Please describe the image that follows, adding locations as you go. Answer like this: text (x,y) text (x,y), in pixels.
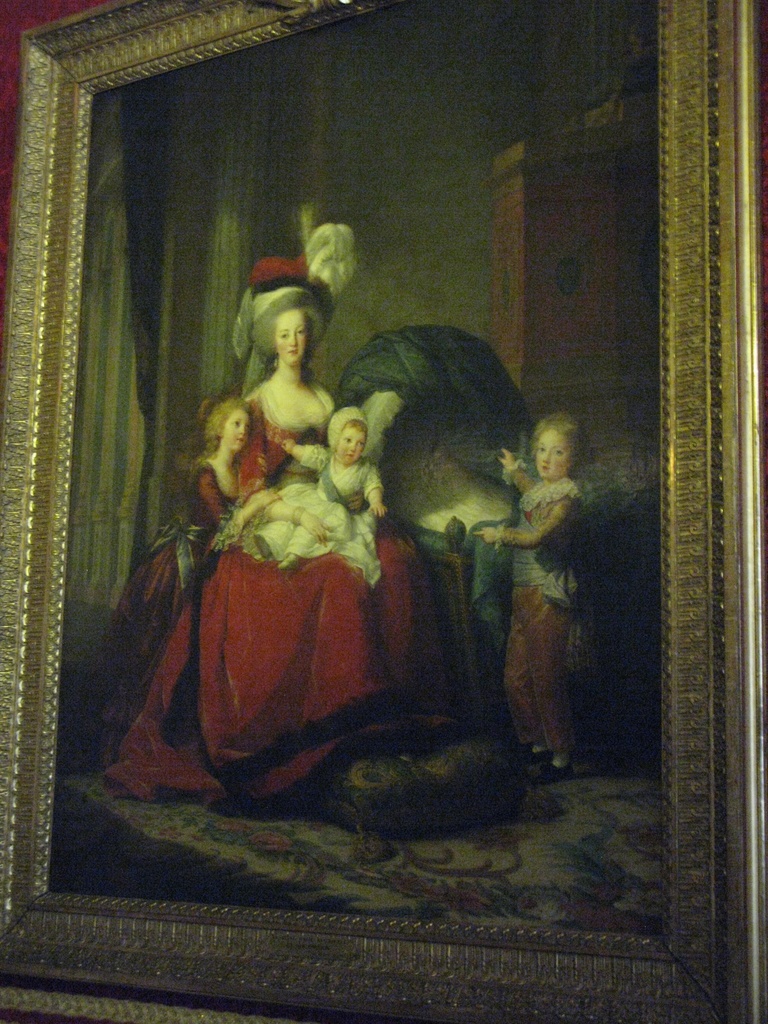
In this image we can see a photo frame (357,294) of a painting (444,605), in that we can see three kids (353,523) and a lady (303,472), lady (279,712) is wearing red color dress (248,471), and she is sitting on the chair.
